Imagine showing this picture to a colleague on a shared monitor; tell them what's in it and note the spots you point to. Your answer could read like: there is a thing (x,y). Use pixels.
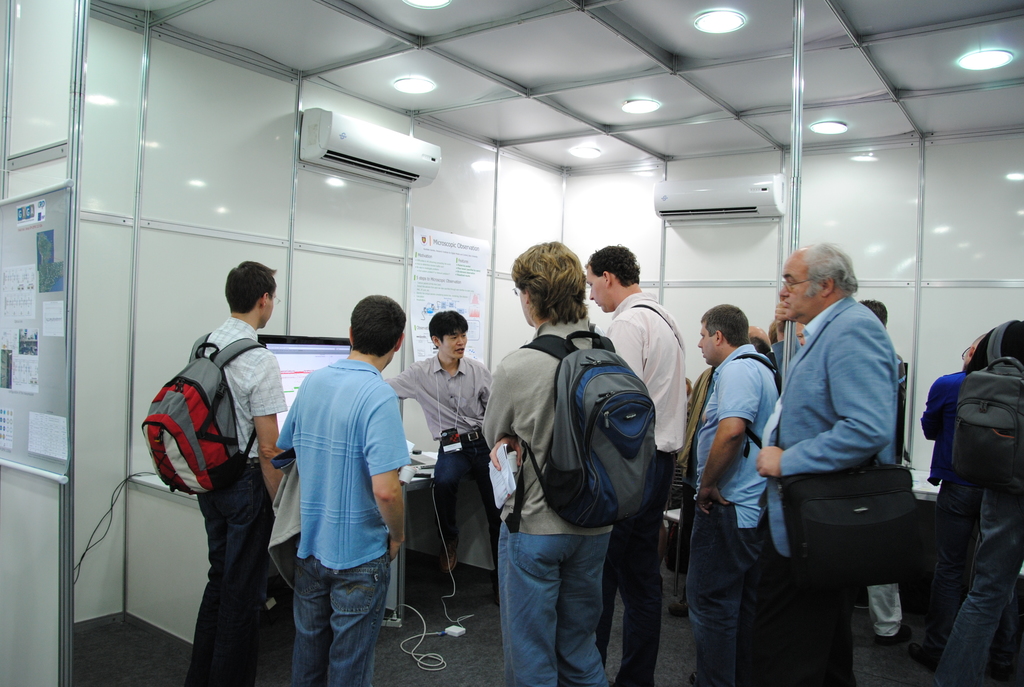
This image consists of many people (865,437). It looks like an office (504,362). At the bottom (490,649), there is a floor (497,614). On the left (300,366), we can see a monitor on the desk (170,492). And a person (454,478) is sitting on the desk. In the background (398,242), there is a wall (398,242) on which there are two air conditioners (323,147). At the top (382,66), there is a roof (537,62) along with lights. On the left (57,228), there is a board (54,383) on which there are papers (25,359).
